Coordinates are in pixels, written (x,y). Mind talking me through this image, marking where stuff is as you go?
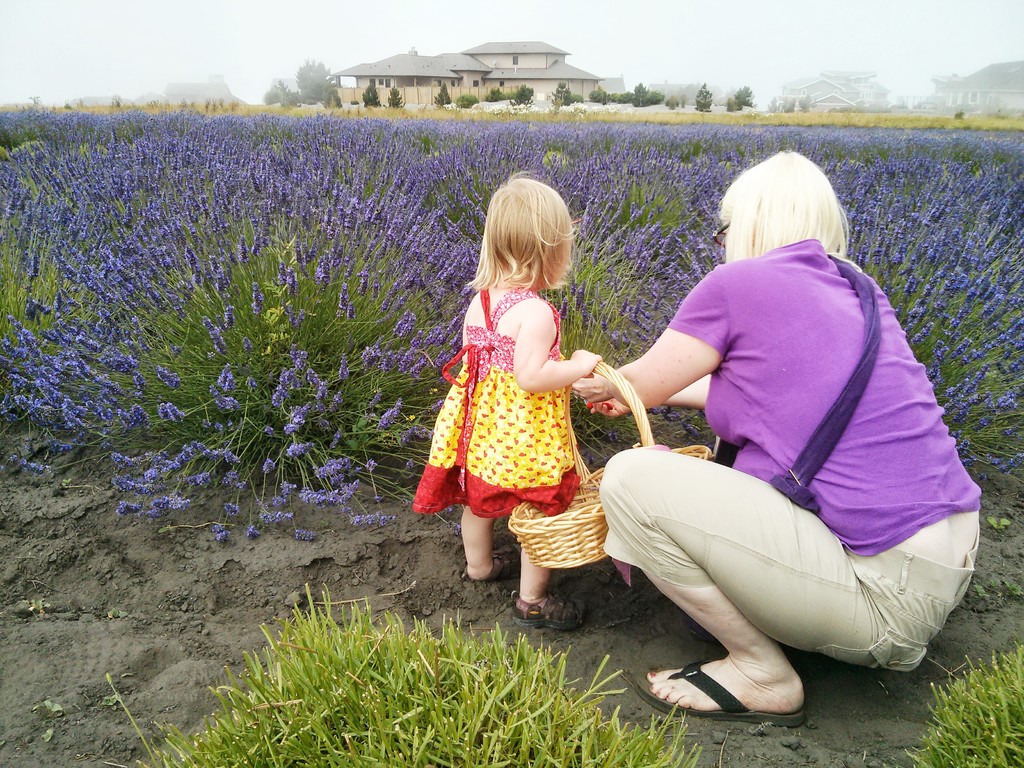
In this picture there is a woman (877,350) wearing violet dress (830,386) is sitting on her legs (754,627) and there is a kid (529,343) standing beside her and holding an object (562,514) in her hand (582,355) and there are few plants (367,169) in front of them which are in violet color and there are buildings (543,76) in the background (601,87).
